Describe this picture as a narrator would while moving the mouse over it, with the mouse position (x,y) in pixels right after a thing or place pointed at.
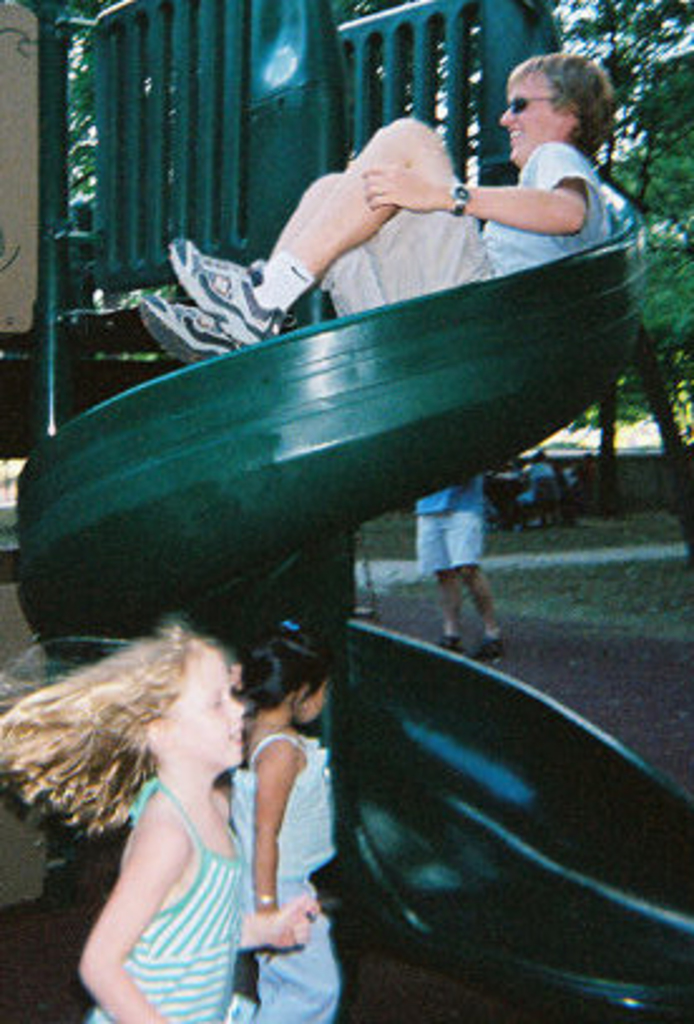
In the foreground of this image (177,971), there are two girls (236,936) one is walking and another it seems like running on the ground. In the background (544,242), there is a man (438,256) sliding on the circular slide (361,476), a person (465,556) standing, trees (693,392) and the grass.
